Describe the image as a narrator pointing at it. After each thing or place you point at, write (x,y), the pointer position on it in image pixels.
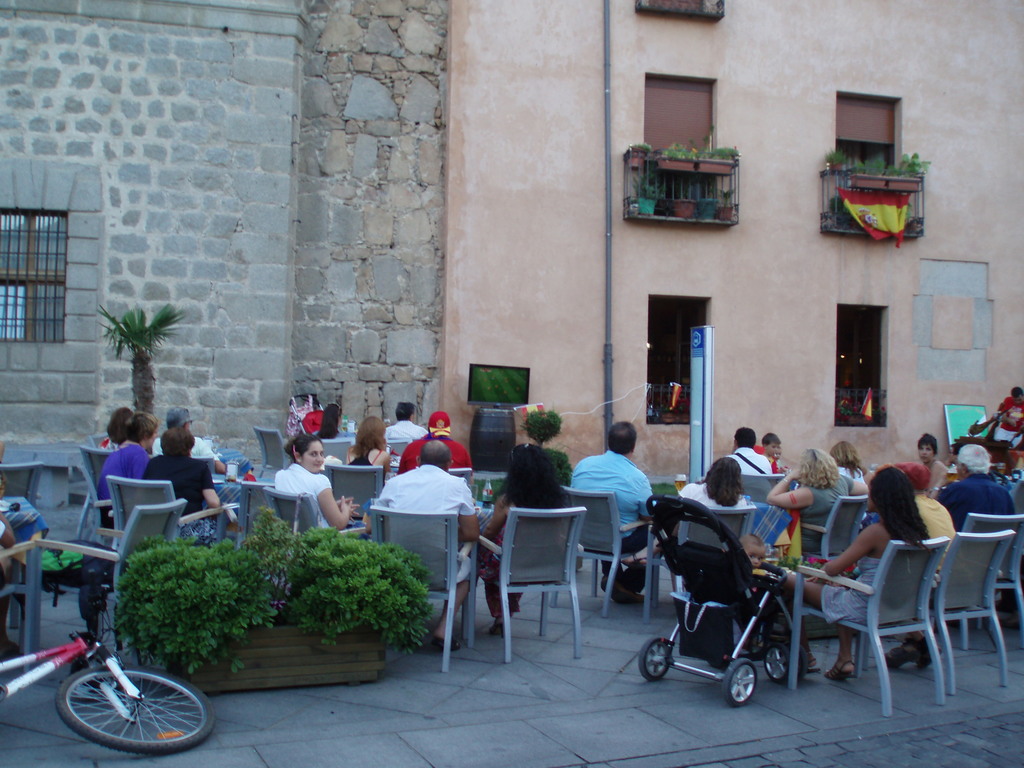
Here we can see a group of people (461,536) sitting on the chair (596,538), and here is the bicycle (67,679) on the floor (116,654), and here is the flower pot (190,569), and here is the building (338,149).
